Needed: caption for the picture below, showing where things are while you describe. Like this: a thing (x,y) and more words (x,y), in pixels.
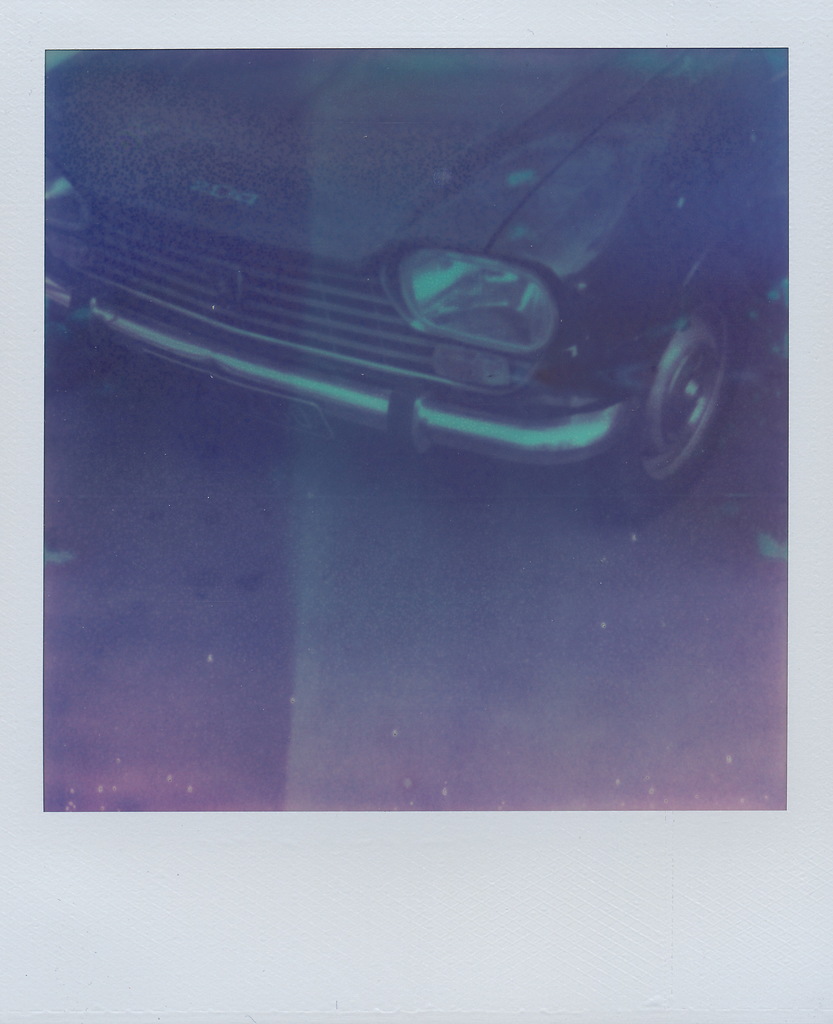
In this image I can see the old photograph of a car (426,177) which is black in color on the ground (445,572). I can see the grey colored boundaries (467,884) to the photograph.
